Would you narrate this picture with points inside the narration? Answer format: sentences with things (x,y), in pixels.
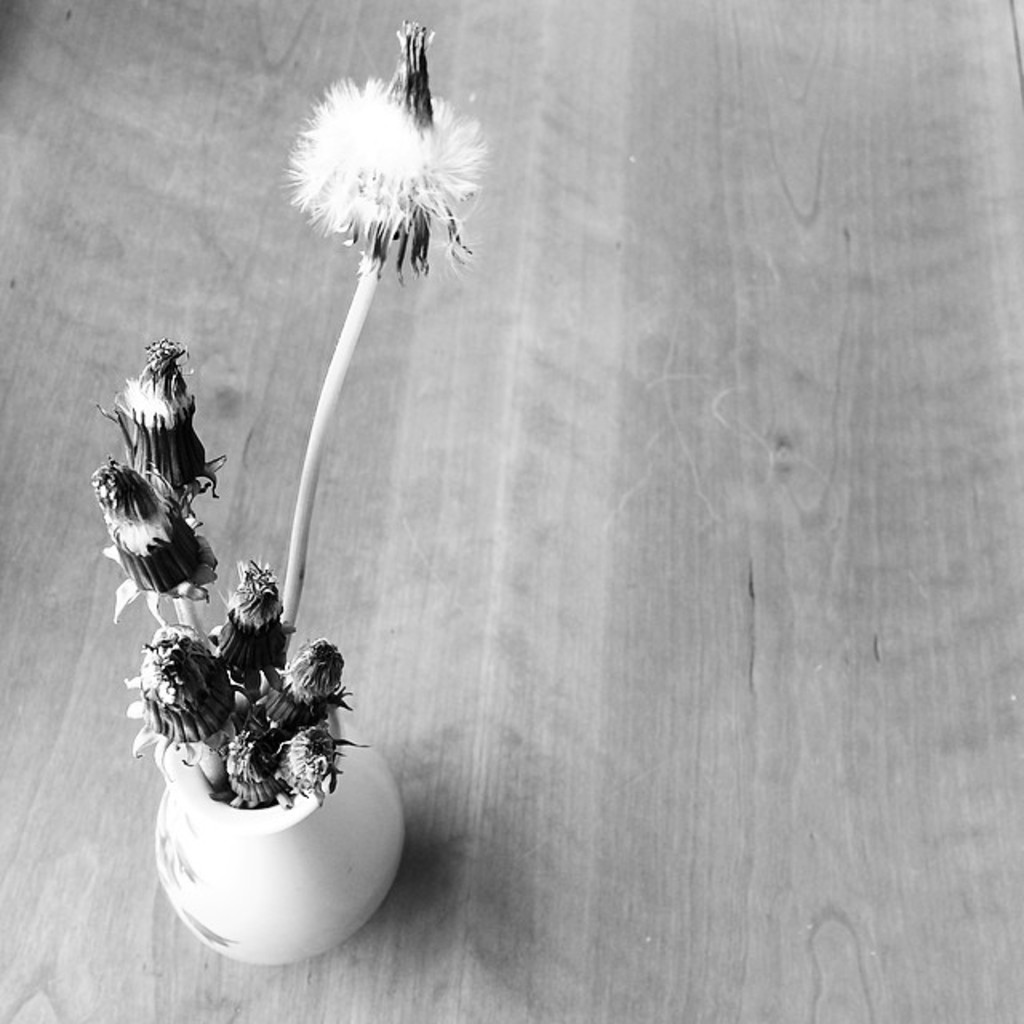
In this picture I can see there is a flower vase (259,828) and it has some flowers (249,798) placed in it and it is placed on the wooden table (506,642).
